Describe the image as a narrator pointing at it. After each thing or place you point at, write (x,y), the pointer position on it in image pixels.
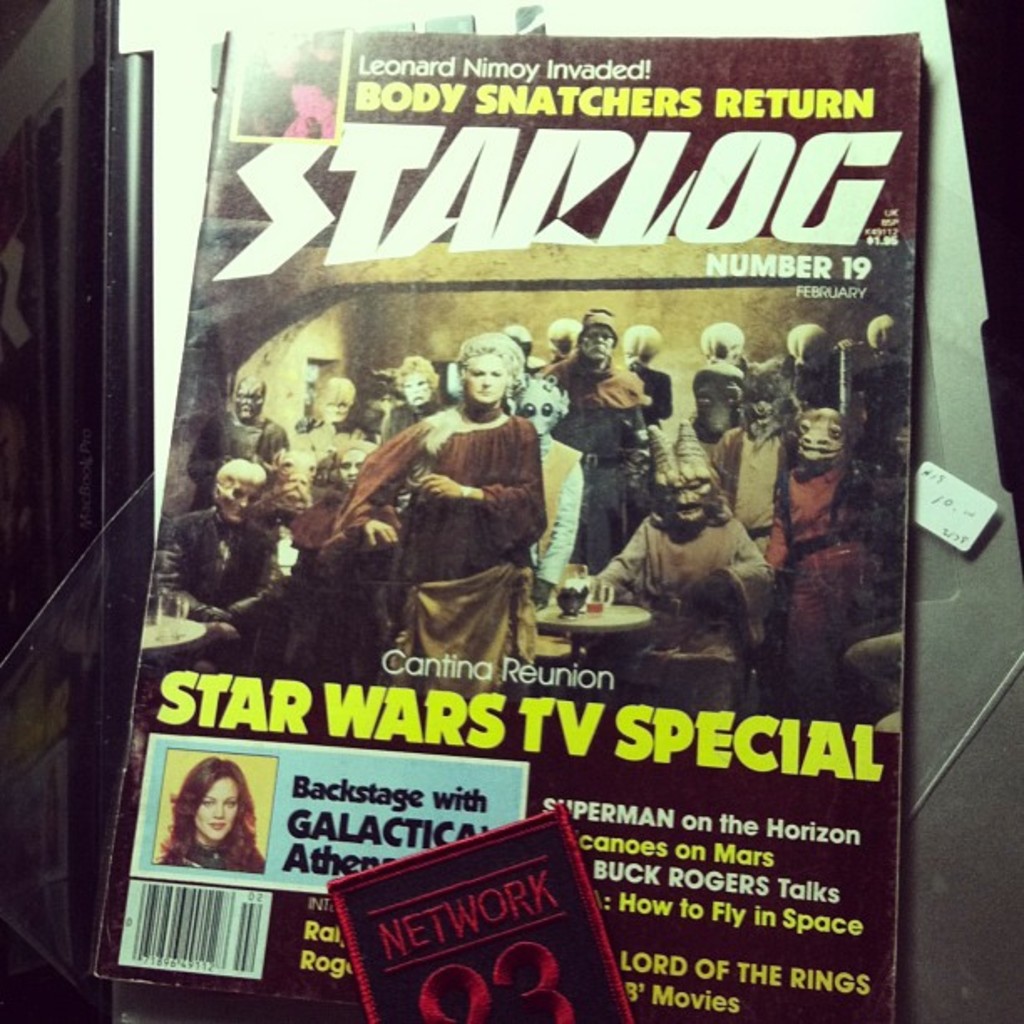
In the picture we can see a magazine (796,728) on it we can see a name star log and some people images (598,420) on it.
